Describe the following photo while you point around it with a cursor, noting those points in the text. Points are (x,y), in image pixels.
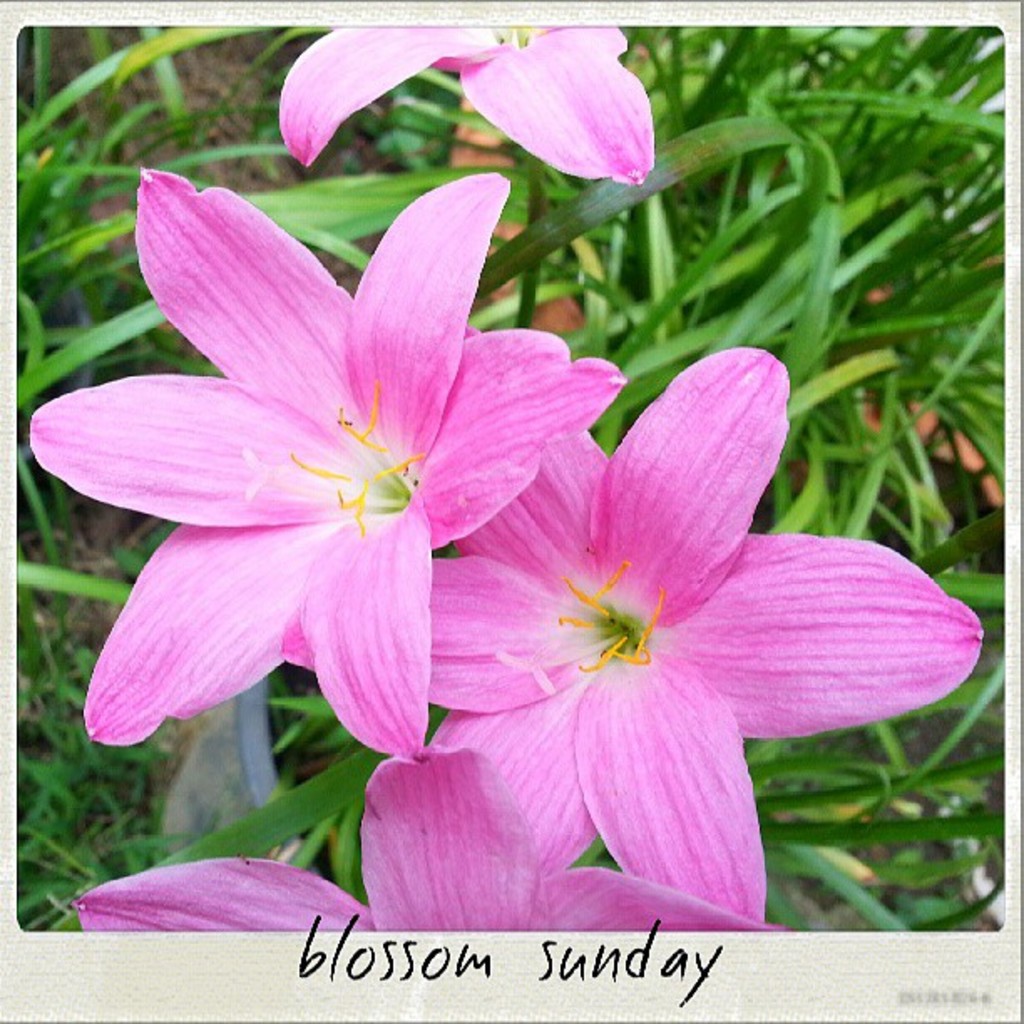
In this picture we can see a poster (84,830), here we can see flowers (730,715) and in the background (797,509) we can see plants (756,513), at the bottom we can see some text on it.
